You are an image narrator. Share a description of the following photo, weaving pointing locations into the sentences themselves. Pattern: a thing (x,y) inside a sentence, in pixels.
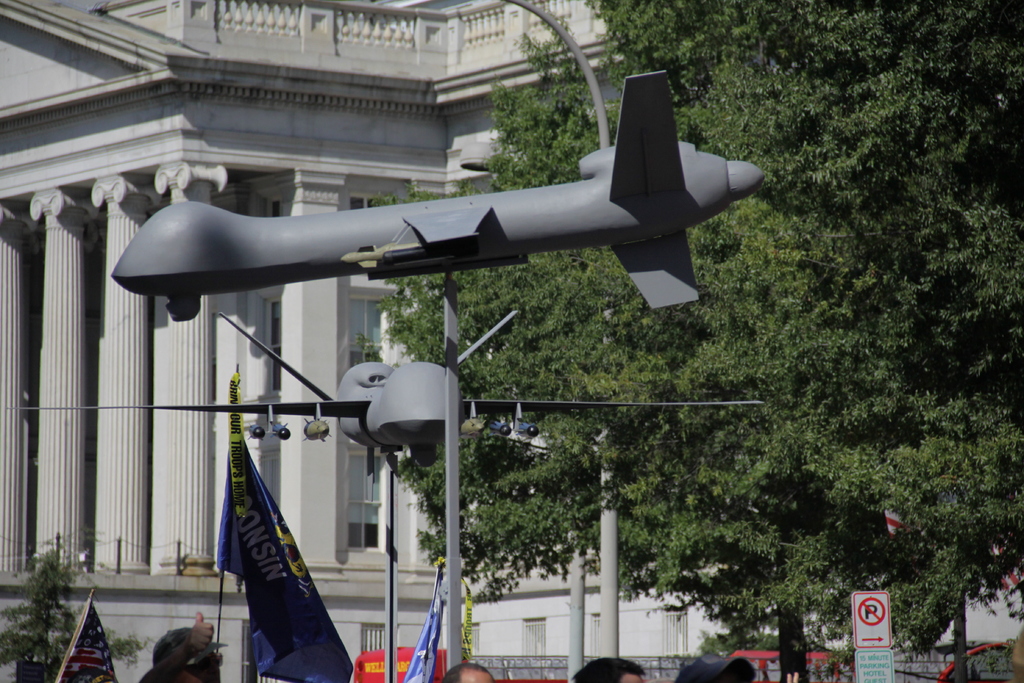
In this image we can see building (35,155), windows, plants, trees (850,533), there are flags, poles (453,605), aircraft toys (407,385), also we can see heads (480,678) of people (205,632), and there are sign boards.
